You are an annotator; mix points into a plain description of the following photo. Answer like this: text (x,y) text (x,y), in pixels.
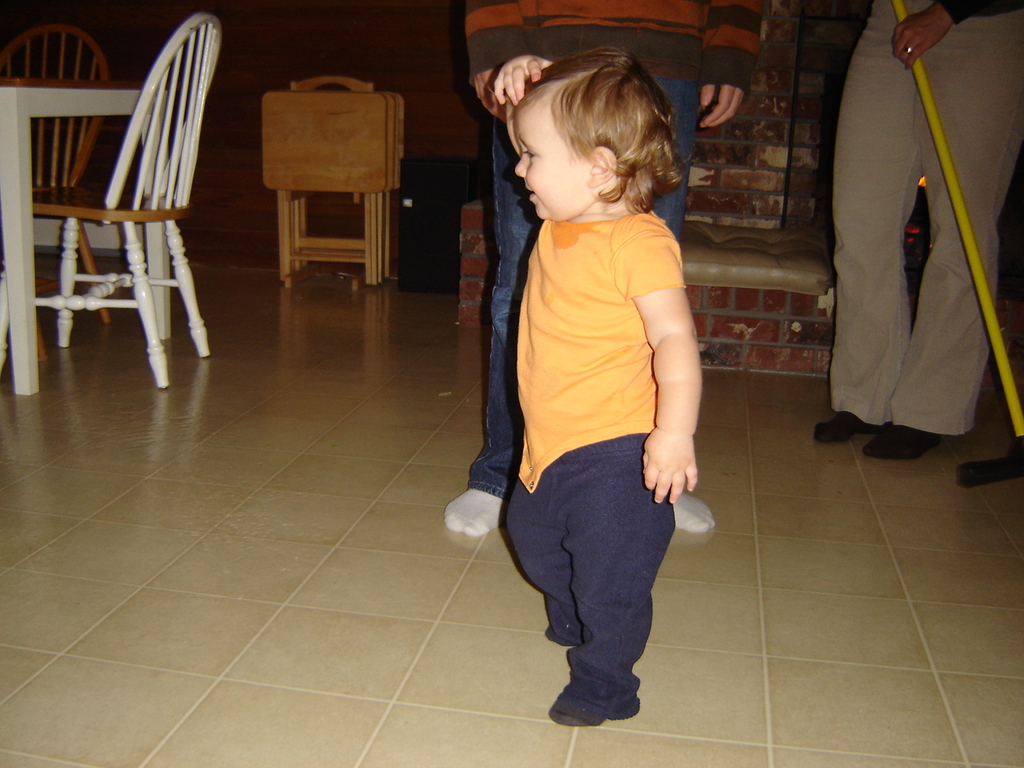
In this image I see a child (629,95) and there are persons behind the child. I can also see 2 chairs (89,142) and a table (27,328) over here and I see the wall (246,32).
